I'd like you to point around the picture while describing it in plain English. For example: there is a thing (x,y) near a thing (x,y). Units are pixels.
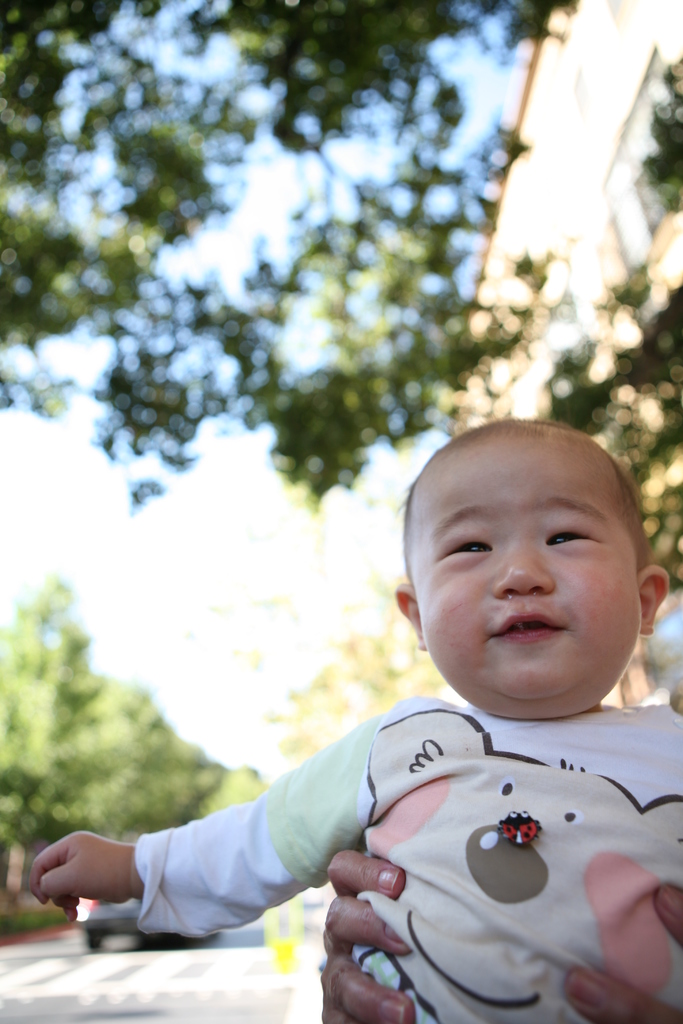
On the right side of the image (631,171) we can see a building (622,167) and a person (363,1020) is holding a kid (291,889). In the background of the image (51,826) we can see the trees (211,792). At the bottom of the image (298,970) we can see the road (230,988), board (276,967) and the car (86,927). At the top of the image (185,260) we can see the sky (264,680).
